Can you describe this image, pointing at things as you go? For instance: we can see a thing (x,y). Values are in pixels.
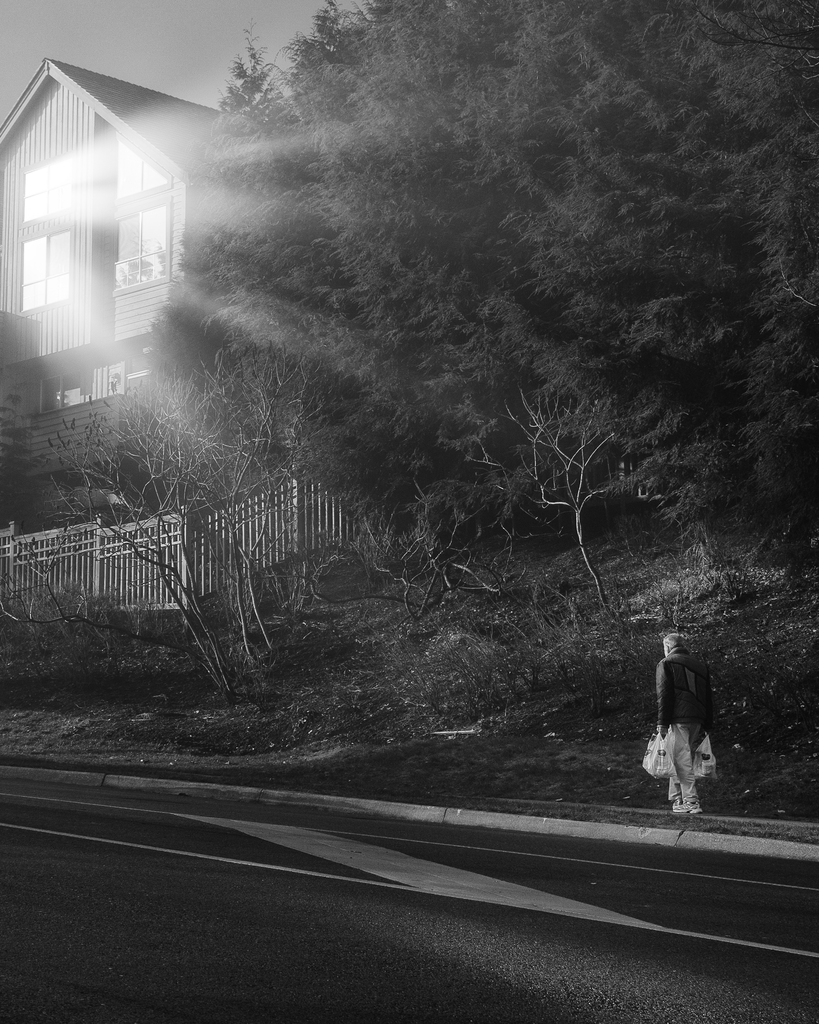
In this image on the right side (678,809) there is one person (685,775) who is holding some covers (656,765) and walking, at the bottom (591,923) there is road (463,892) and in the background (190,614) there is a house (198,114), railing (62,600), trees (790,389) and grass (315,647). At the top (133,37) there is sky (147,24).
